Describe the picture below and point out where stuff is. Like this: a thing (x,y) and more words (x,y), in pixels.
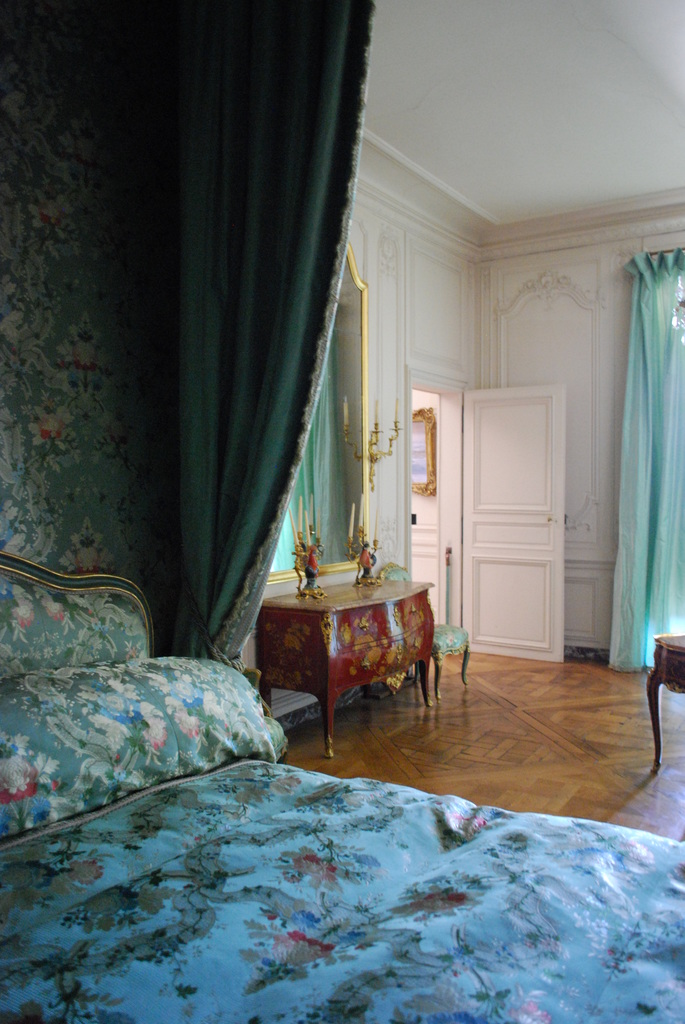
In the foreground of the image (63,879) there is a bed (230,805). In the background of the image (518,398) there is a door (486,445). At the top of the image (511,163) there is a ceiling (446,76). There is a table (262,670). There are curtains (667,406).
